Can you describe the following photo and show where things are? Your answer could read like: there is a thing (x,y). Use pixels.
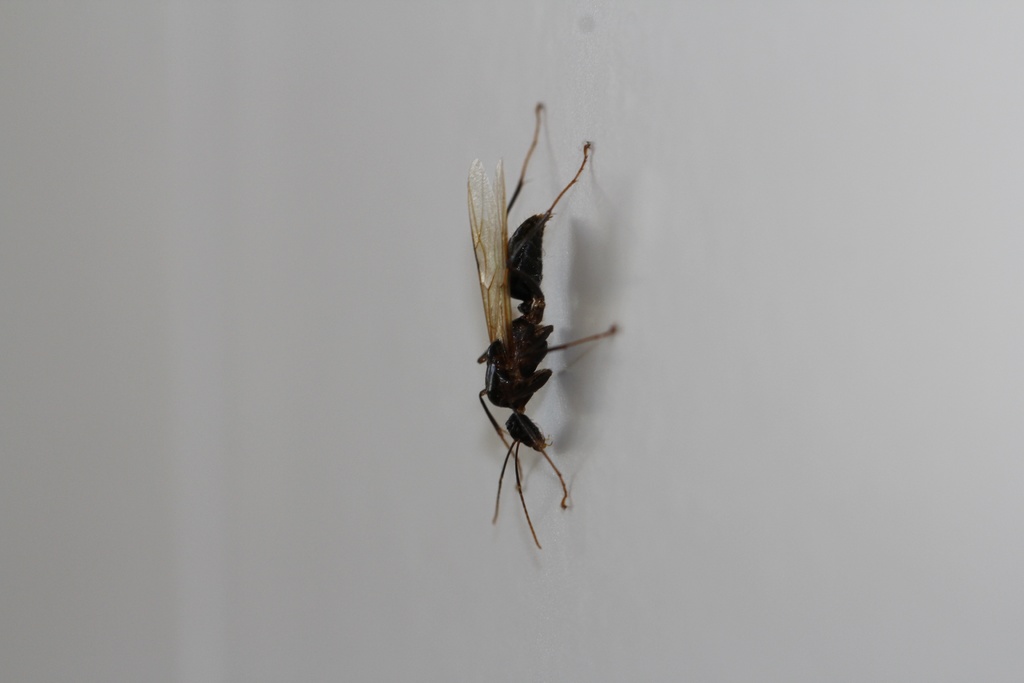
In this picture we can see a black color winged ant (532,366) here.
